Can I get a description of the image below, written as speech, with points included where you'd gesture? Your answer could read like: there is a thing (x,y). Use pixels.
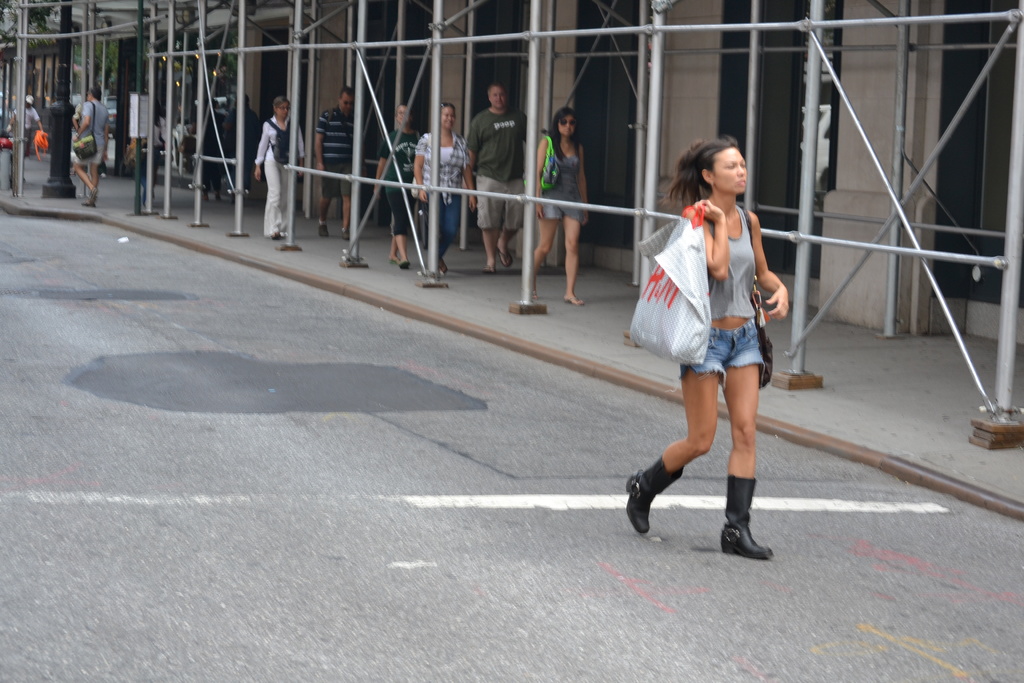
In this image we can see a woman (735,177) walking on the road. She is carrying a handbag (764,382) and here we can see a plastic bag (684,254) on her right hand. Here we can see a few persons (73,155) walking on the side of the road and they are carrying the bags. Here we can see the metal pillars (432,162) on the side of the road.
